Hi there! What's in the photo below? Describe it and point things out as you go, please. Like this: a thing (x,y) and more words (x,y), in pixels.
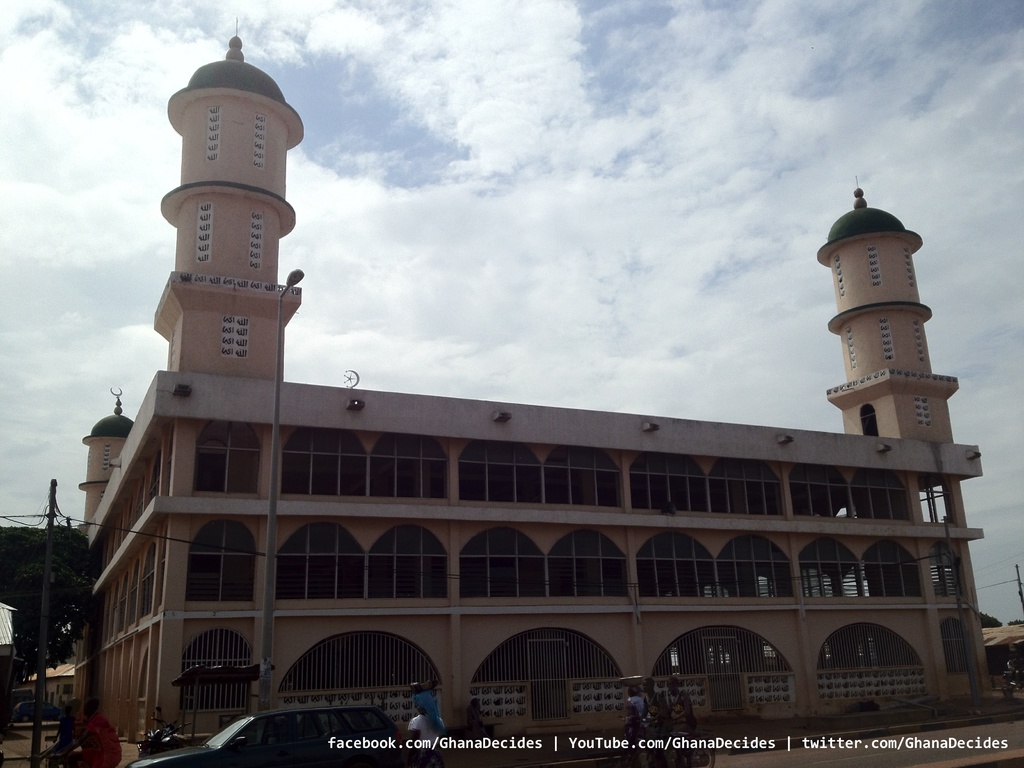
In this image I can see a building (519,527) which is cream in color. I can see few poles (297,277), few persons (665,701) riding bicycles (681,738), a car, a motor bike (165,742) and in the background (576,359) I can see the sky (575,191) and few trees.
